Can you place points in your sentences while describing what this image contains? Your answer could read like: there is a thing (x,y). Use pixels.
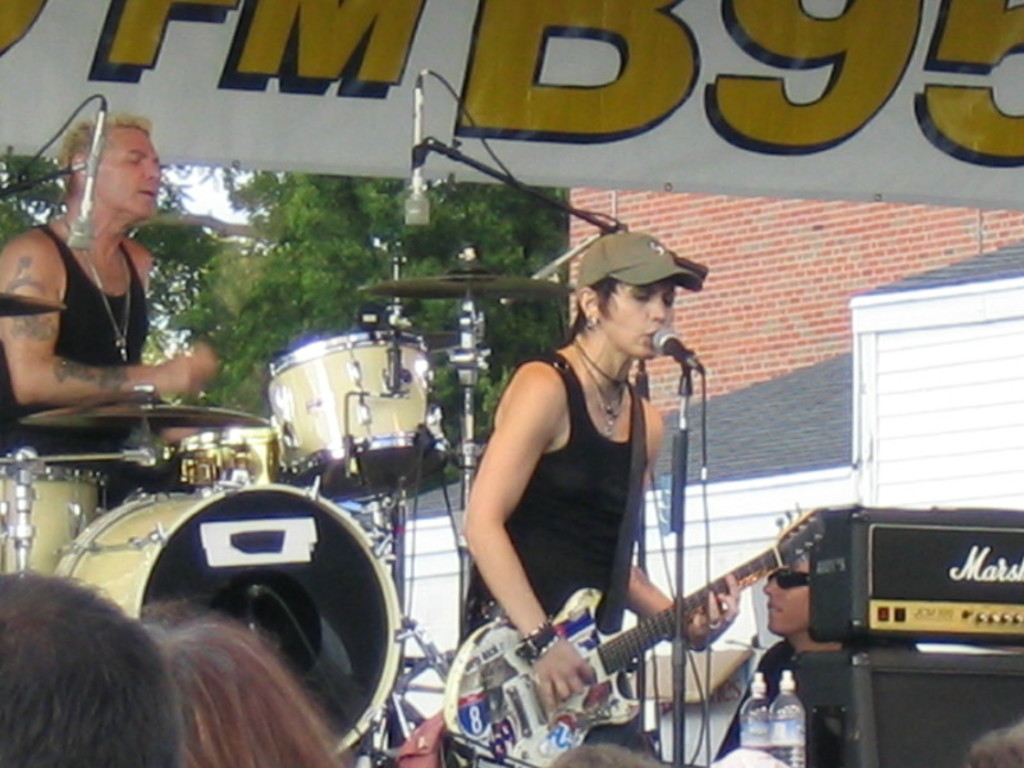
In this picture there are two people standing this person (600,583) is playing a guitar (528,748) and singing and this person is playing the drum set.
